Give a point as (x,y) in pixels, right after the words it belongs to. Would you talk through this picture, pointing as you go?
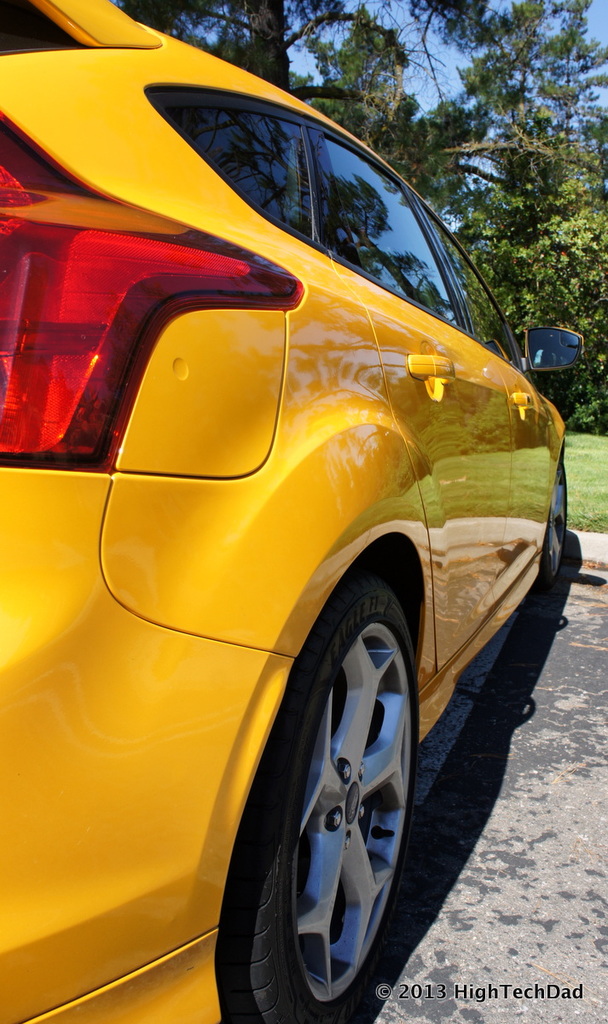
In this picture we can see a car (452,632) on the road (534,670) and in the background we can see trees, sky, in the bottom right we can see some text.
